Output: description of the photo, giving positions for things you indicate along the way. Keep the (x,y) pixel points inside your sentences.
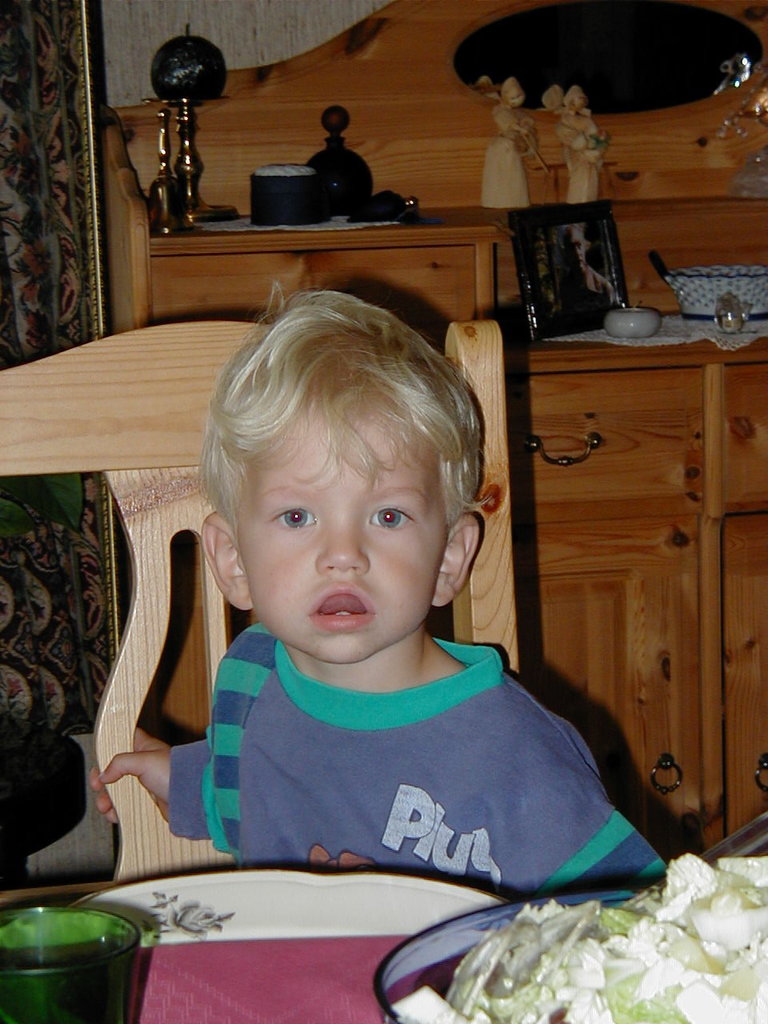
In this image there is a boy (327,648) sitting in the chair (136,576). In front of him there is a table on which there is a glass (69,941) and a plate (443,947) full of food (580,951). In the background (653,456) there are cupboards (598,359) on which there are frames (606,275), toys (572,160), bowls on it. On the left side (35,146) there is a curtain (25,170).
